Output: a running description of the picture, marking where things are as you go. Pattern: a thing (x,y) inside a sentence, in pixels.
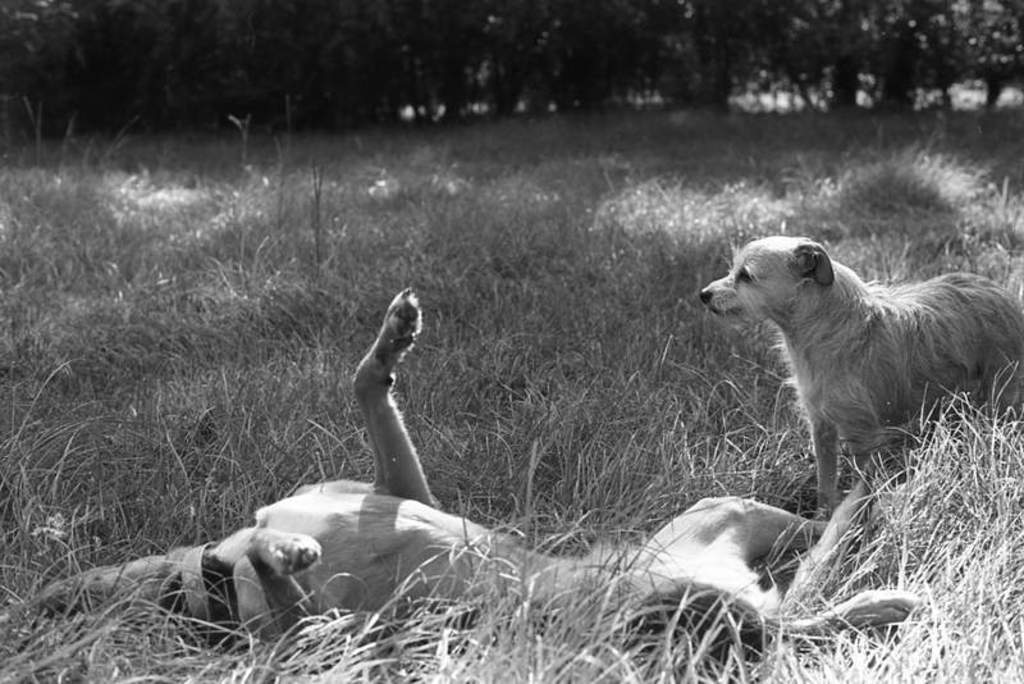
This picture is clicked outside. In the foreground (397,571) there is an animal (319,586) seems to be lying on the ground (601,624). On the right (997,291) we can see another animal (818,317) standing on the ground (984,441) and we can see the grass (566,288). In the background (953,23) we can see the trees (330,50).
